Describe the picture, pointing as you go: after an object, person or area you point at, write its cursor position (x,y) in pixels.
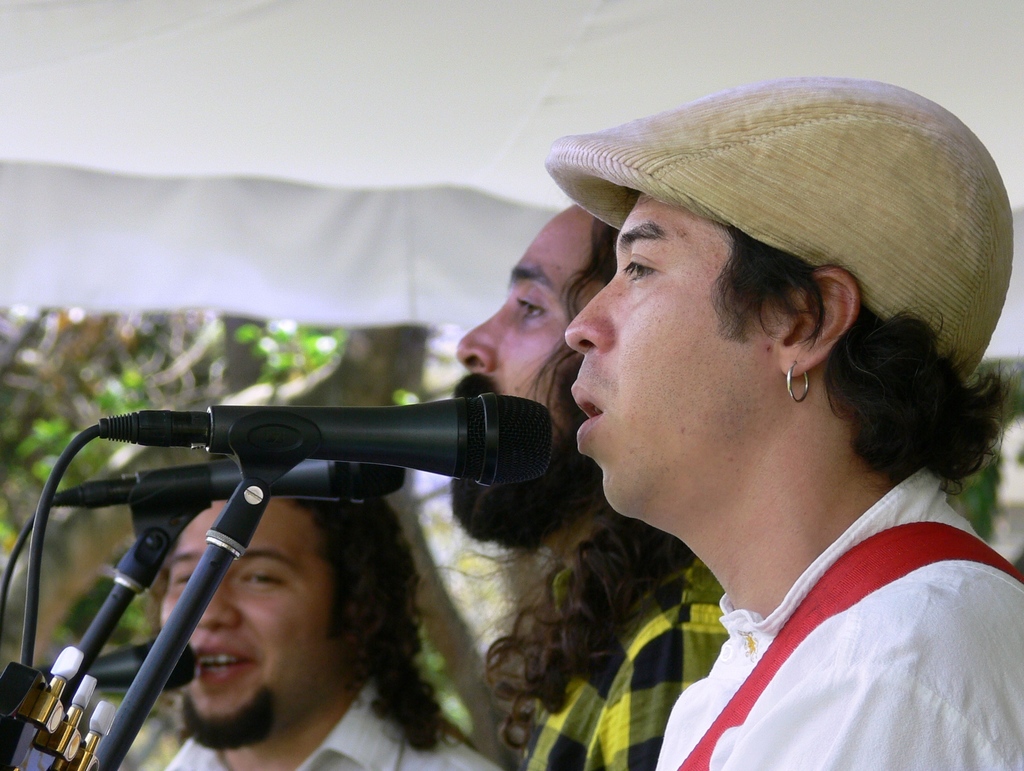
This 3 persons (753,382) are standing in-front of a mic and singing. This person (818,267) wore hat (787,124). These are trees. This is a mic holder (187,616).
